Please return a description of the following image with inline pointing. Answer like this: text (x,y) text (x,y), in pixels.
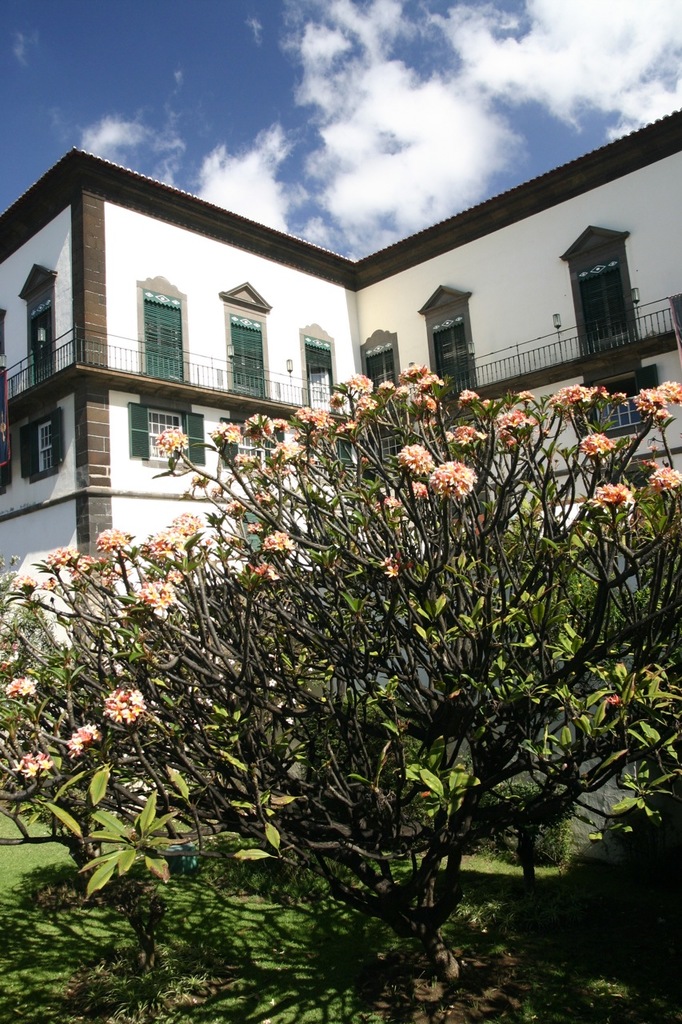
In this image there are flowers (266,541) on a plant (313,588), behind the plant (356,497) there is a building (320,345).
